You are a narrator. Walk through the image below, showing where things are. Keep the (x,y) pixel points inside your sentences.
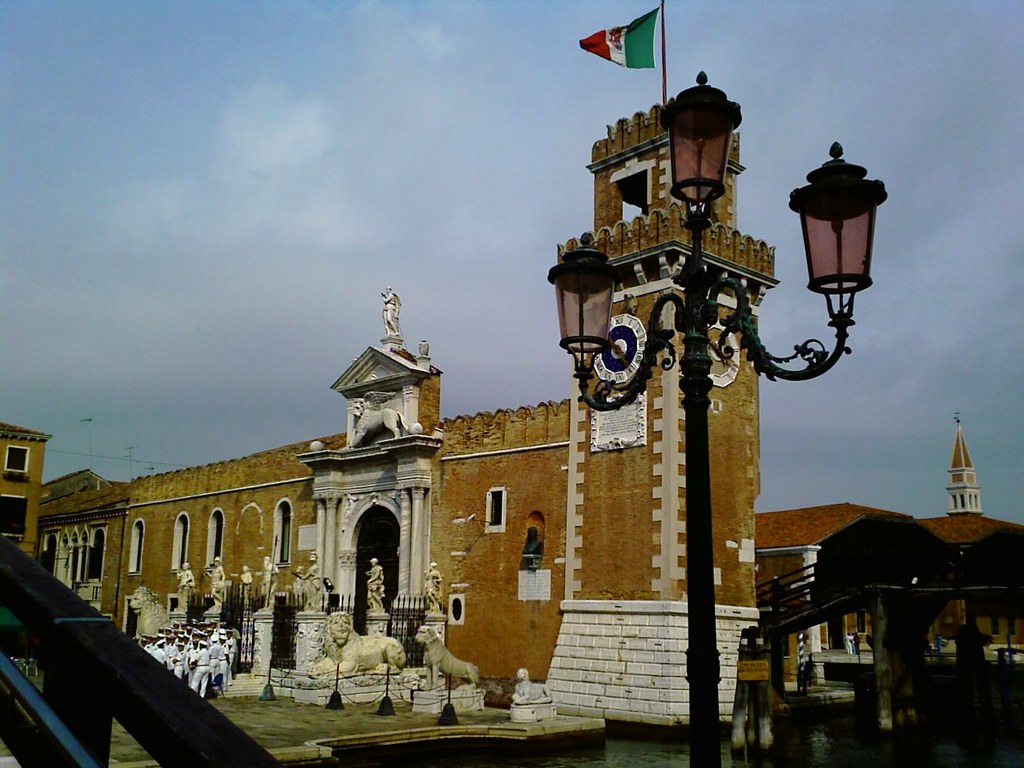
In this image we can see a monument (392,506). On the top of the monument (670,456) flag (651,52) is there. In front of the monument (348,598) statues (452,666) are there and people (204,680) are standing. At the top of the image (199,73) sky (356,100) is there with some clouds (329,171). we can see one light pole (715,653) which is in black color.
